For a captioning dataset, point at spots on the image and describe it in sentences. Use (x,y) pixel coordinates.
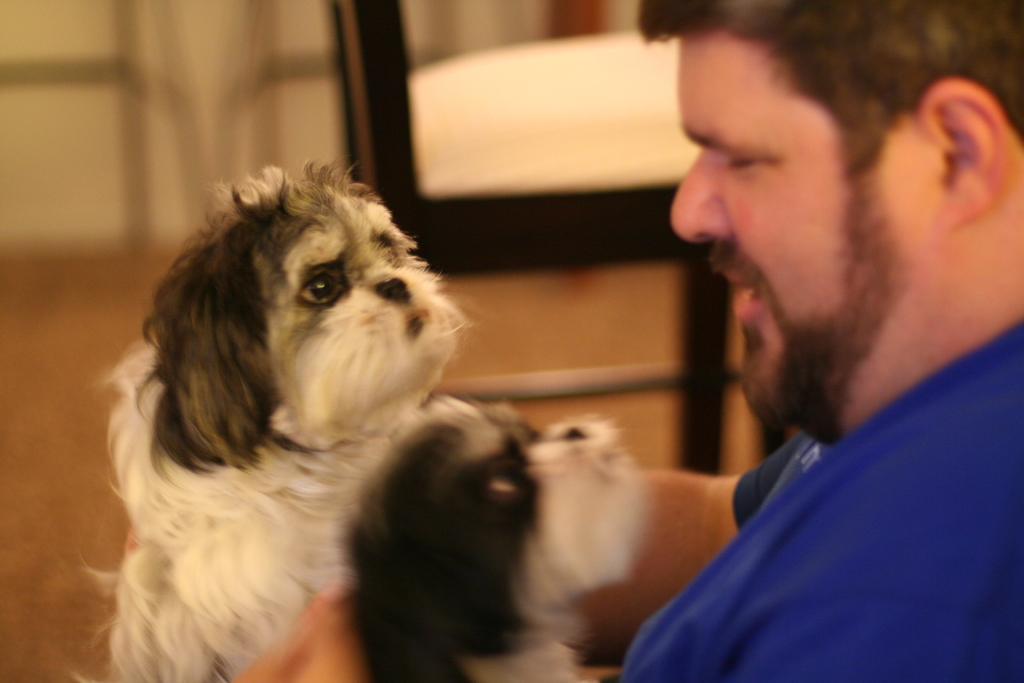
In this picture, there is a man (849,434) holding two dogs (406,488) in his hands (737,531). In the background (509,198) there is a chair (473,126) and a wall (67,218) here.
